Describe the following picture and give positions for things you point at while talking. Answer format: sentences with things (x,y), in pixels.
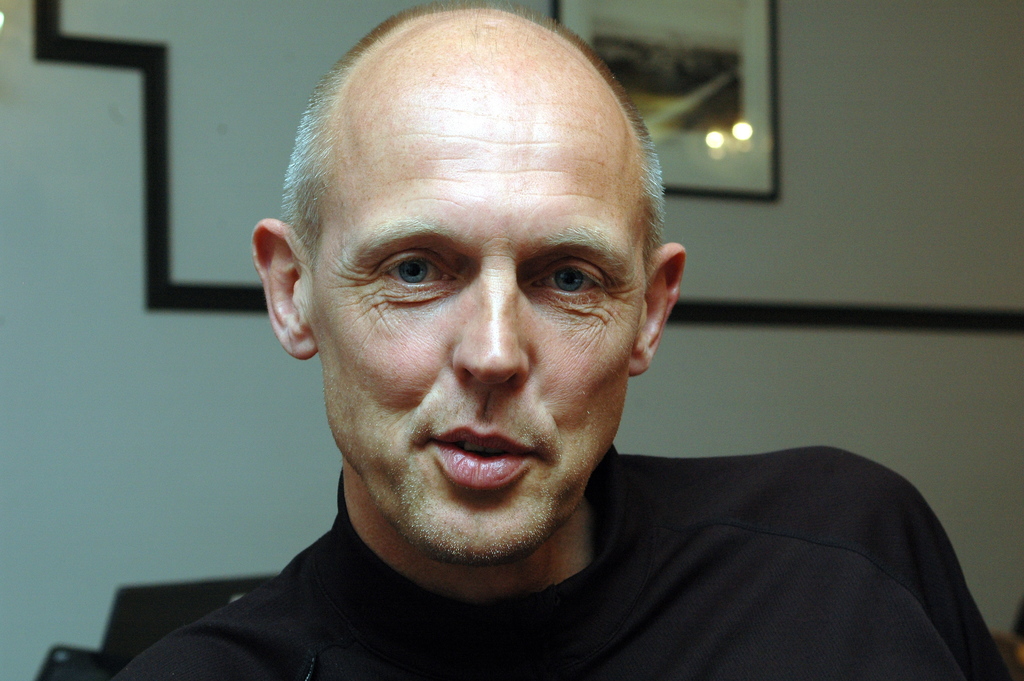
This picture shows a man (345,531). He wore a black t-shirt (345,531) and we see a photo frame (688,169) on the wall (674,202).
